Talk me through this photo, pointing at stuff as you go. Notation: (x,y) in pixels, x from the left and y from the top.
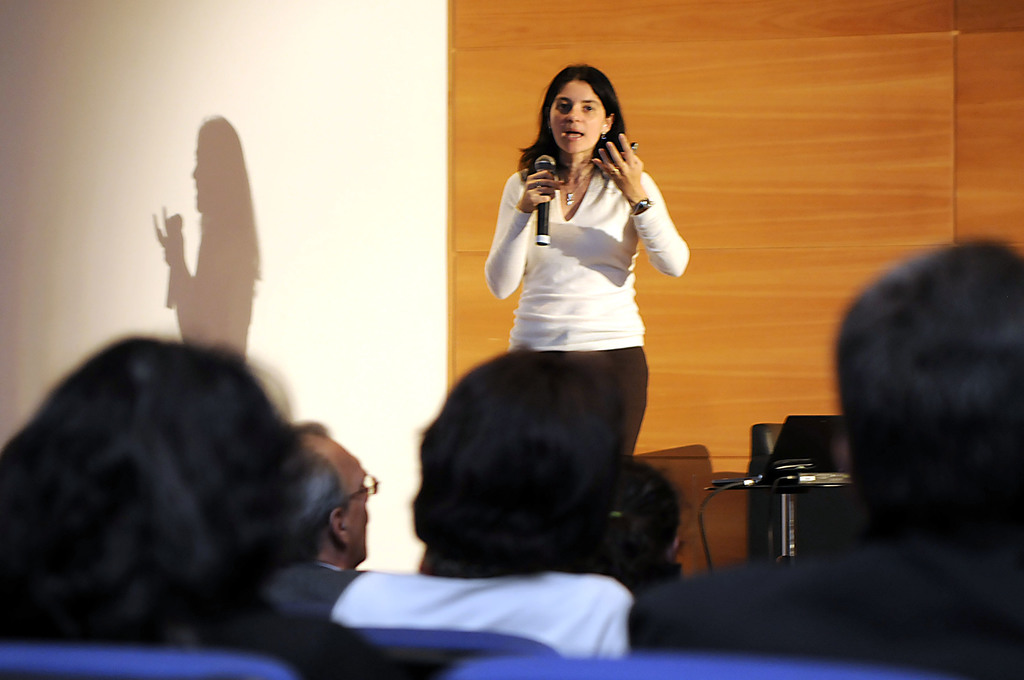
In this picture we can see a lady (550,281) holding a mike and speaking to people (600,497) sitting in front of her.
